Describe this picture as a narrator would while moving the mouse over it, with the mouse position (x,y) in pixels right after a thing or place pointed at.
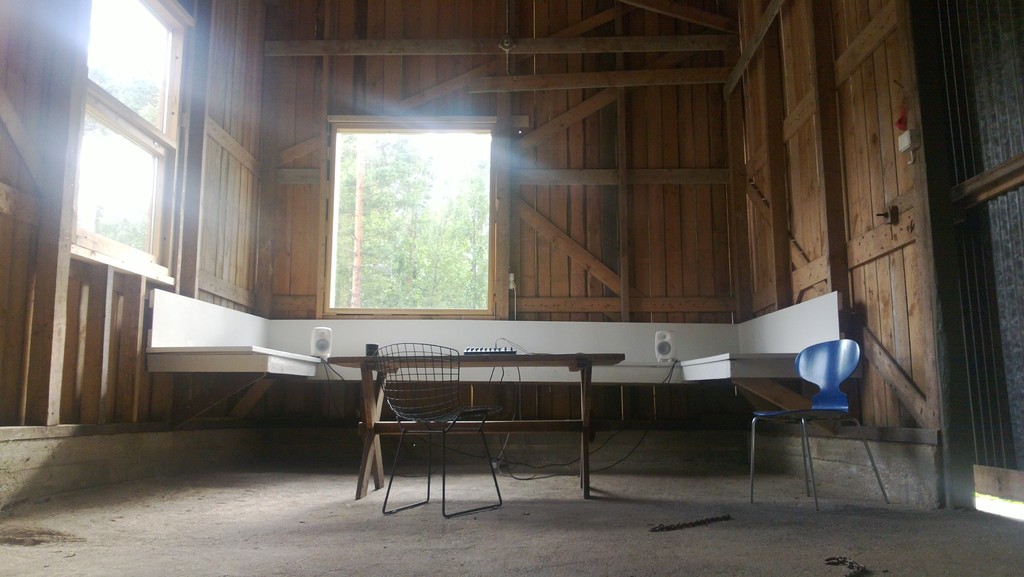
This image is taken from inside the wooden house (626,253). In this image there is a table (378,362) and chair (452,366). On the table (518,361) there is a keyboard (480,348), behind the table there is a bench (336,331), on the bench (336,331) there are speakers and there is a chair (805,371), behind the chair (836,349) there is a door (881,116). In the background (454,297) there is a window (391,191) through which we can see there are trees (406,229) and there are few objects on the floor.
